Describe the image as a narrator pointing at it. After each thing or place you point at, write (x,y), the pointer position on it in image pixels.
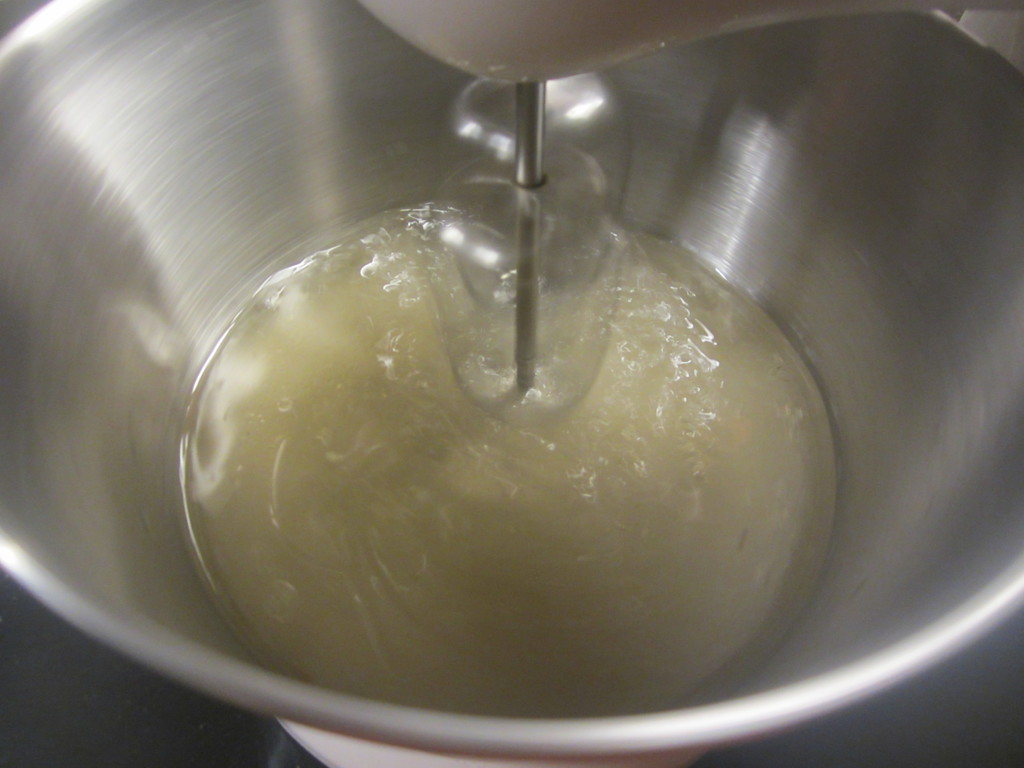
In the middle of the image (655,257) we can see bowl (240,278), in the bowl (230,291) there is something.
